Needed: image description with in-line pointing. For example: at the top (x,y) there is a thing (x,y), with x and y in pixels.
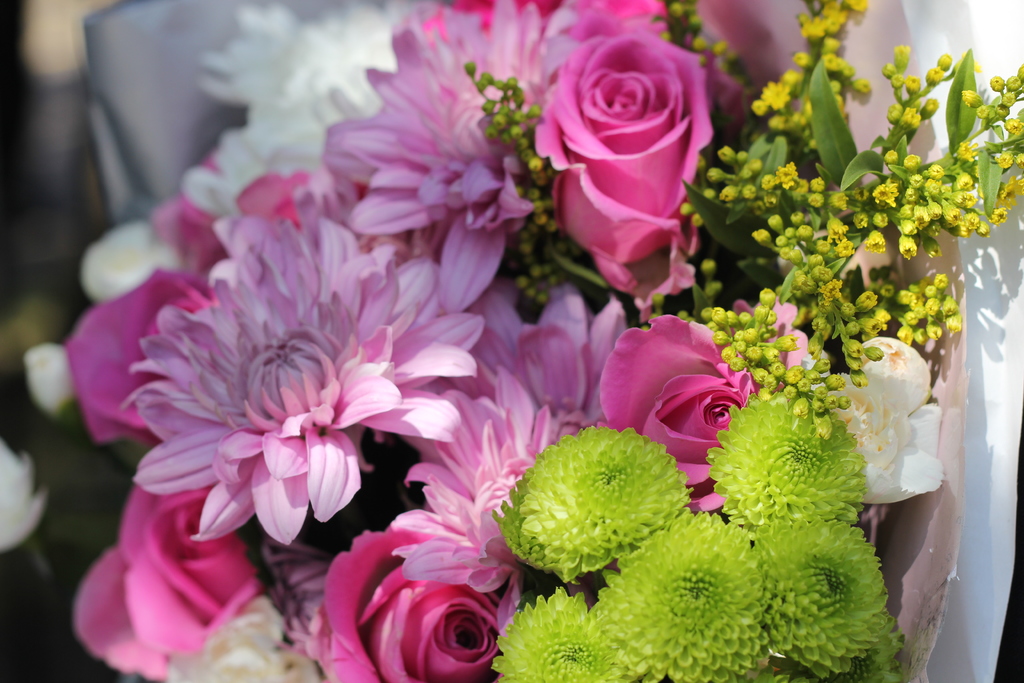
In this picture I can see flowers (355,43), and there is blur background (26,301).
